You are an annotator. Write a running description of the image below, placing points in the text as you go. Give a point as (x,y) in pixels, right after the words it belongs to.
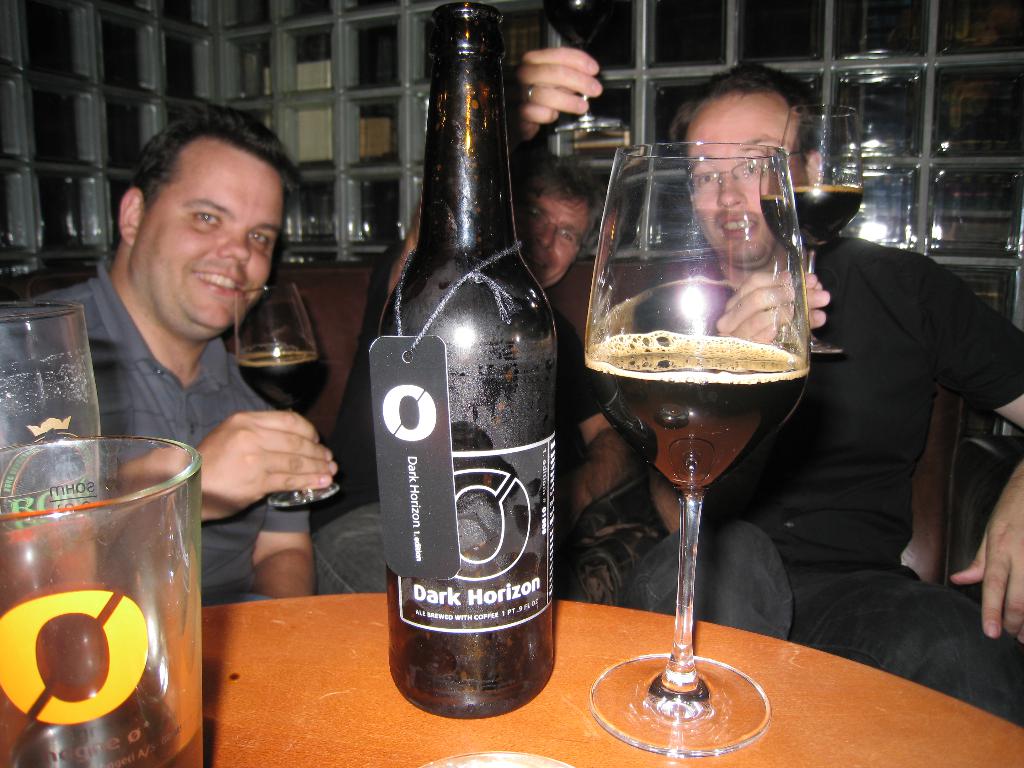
In this image I can see three people (323,455) sitting in-front of the table (555,729). These people (314,478) are holding the glasses (297,357). On the table (329,735) I can see the bottle (410,628) and glasses (51,595). And there is a glass background (200,65).
